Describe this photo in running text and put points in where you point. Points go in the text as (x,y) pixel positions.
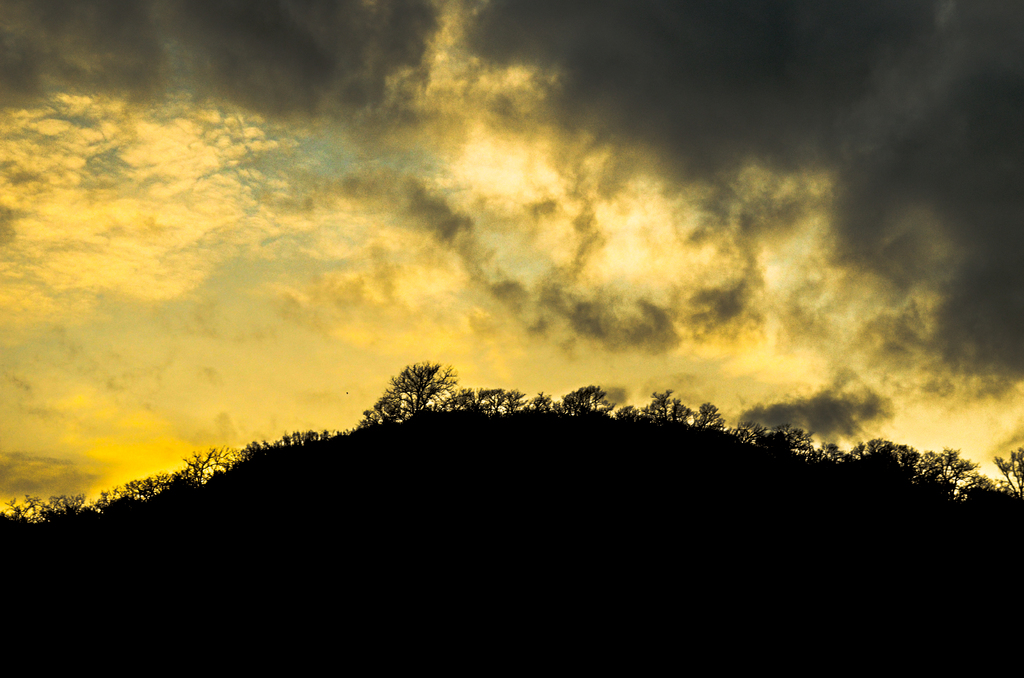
In this image we can see a mountain (392,568) on which there are some trees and top of the image (217,117) there is cloudy sky (229,192) and the sky (189,363) is in yellow and black color.
